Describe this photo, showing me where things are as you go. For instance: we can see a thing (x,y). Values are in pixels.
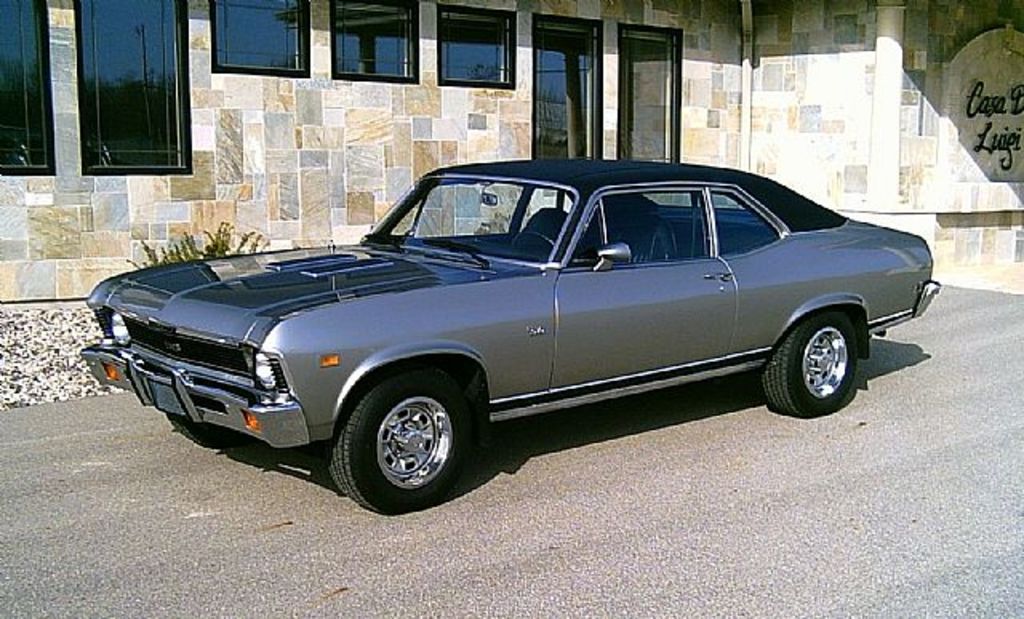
There is gray color vehicle (706,245) parked on the road (711,429). In the background (229,214), there is a plant (257,236) and stones (74,319) on the ground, there is a building (399,84) which is having glass doors (633,72) and glass windows (48,85) and there is a hoarding (978,155).
